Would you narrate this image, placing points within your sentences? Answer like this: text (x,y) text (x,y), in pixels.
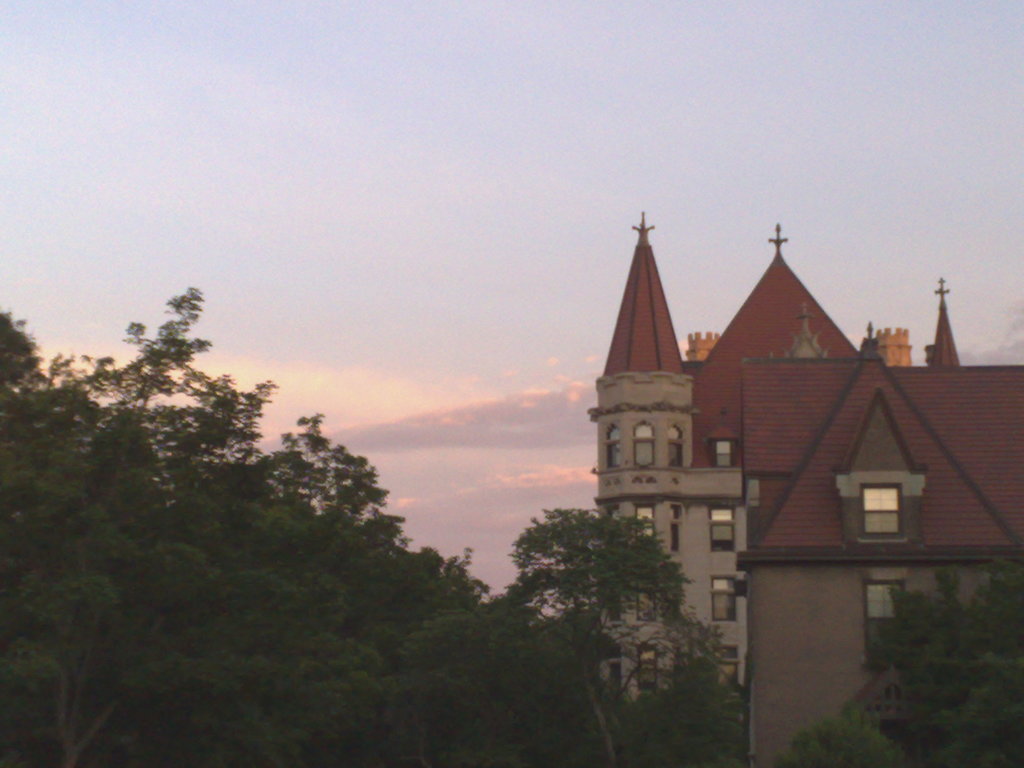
This picture shows buildings (785,421) and trees (825,752) and a blue cloudy sky (459,163).
